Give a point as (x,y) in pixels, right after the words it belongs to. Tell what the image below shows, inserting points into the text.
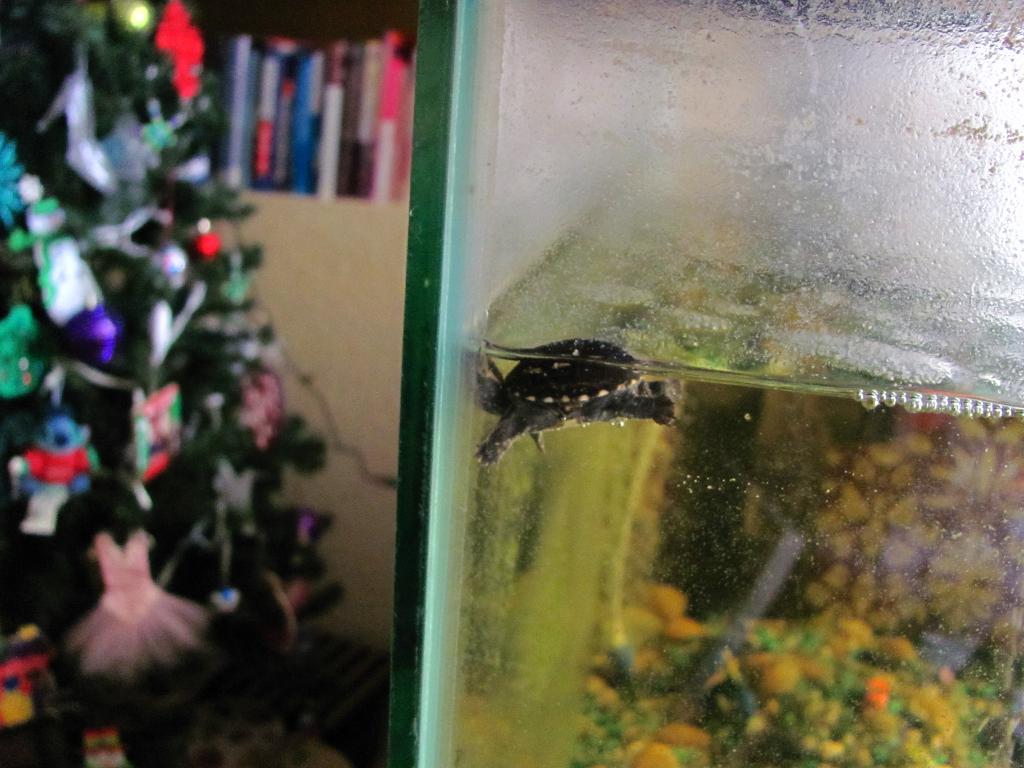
In this picture we can see a reptile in the water (901,466), on the left side of the image (203,313) we can see a Christmas tree (176,181) and few books (243,125).
